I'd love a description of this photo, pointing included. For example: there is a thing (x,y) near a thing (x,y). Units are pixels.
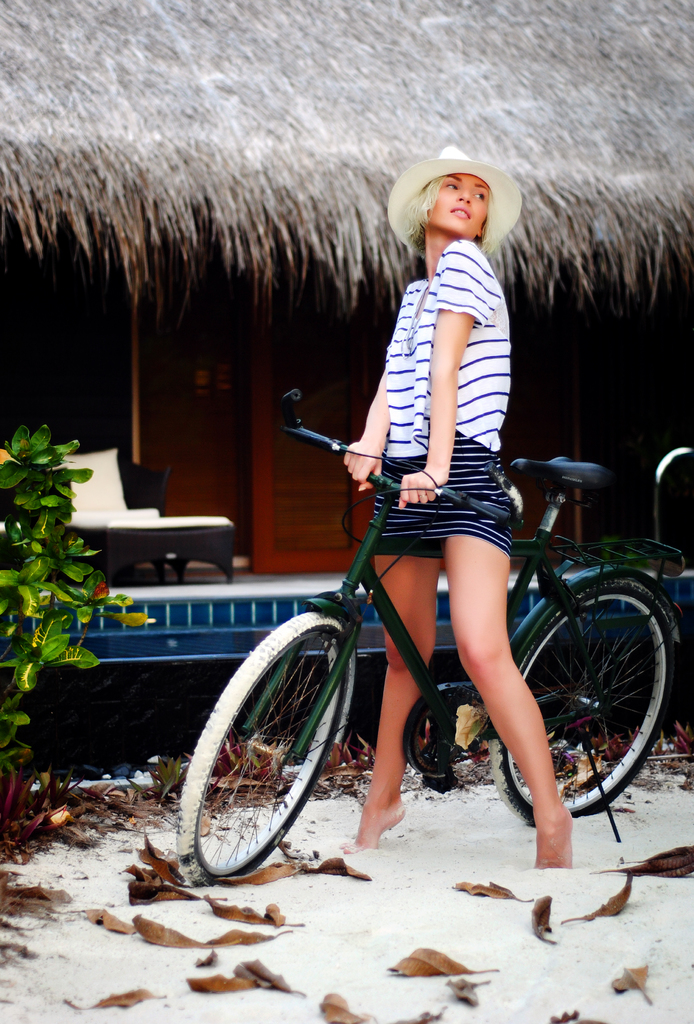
This person (367,834) standing and holding bicycle (367,551). This is sand (296,951). On the background (149,471) we can see bed (163,475). This is plant (61,509).
